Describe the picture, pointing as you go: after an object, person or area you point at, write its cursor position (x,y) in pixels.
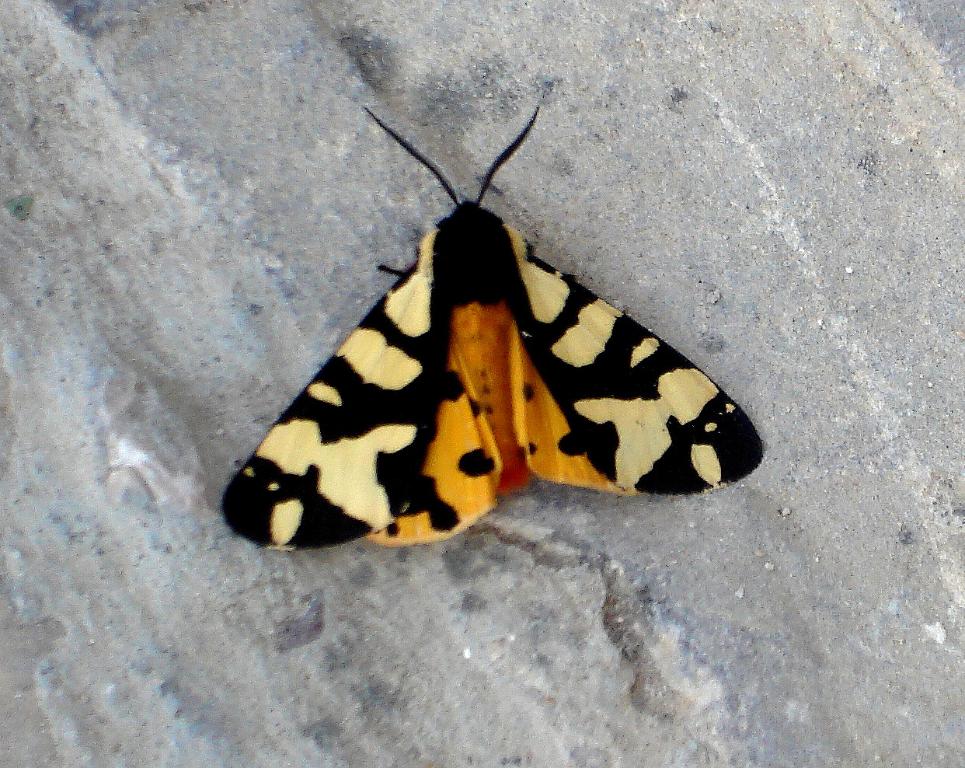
In the picture there is a butterfly (716,450) present.
